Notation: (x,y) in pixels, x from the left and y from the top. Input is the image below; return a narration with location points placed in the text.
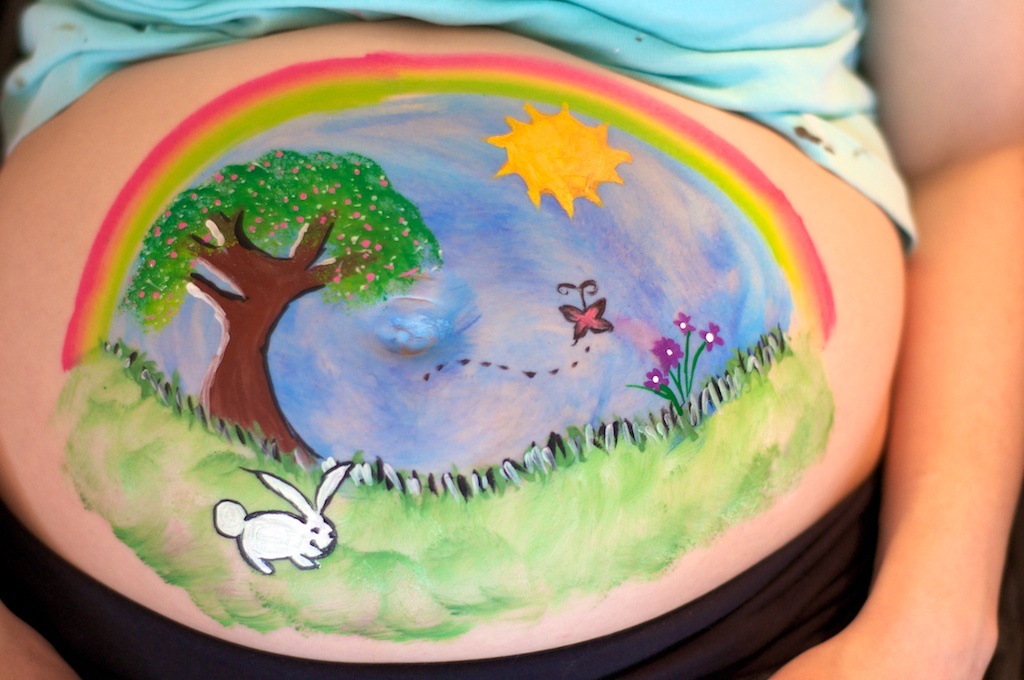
As we can see in the image there is a person (872,43) and drawing (296,593) of grass (282,593), sky (482,295), butterfly (563,307), plant (686,373), flowers (673,360), tree (357,226), sun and rabbit (323,532).
